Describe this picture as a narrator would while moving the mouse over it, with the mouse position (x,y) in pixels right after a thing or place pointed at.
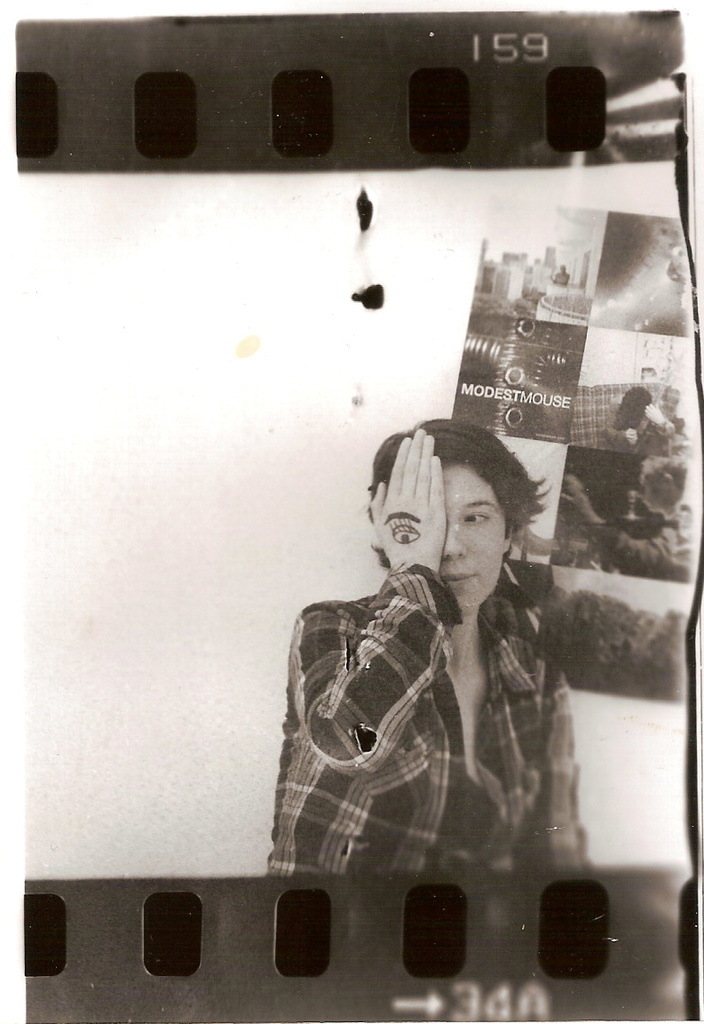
Here in this picture we can see the negative reel (283,77) present and in that we can see a person (449,638) present keeping a hand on eye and behind her we can see some posters (563,485) present over there.
